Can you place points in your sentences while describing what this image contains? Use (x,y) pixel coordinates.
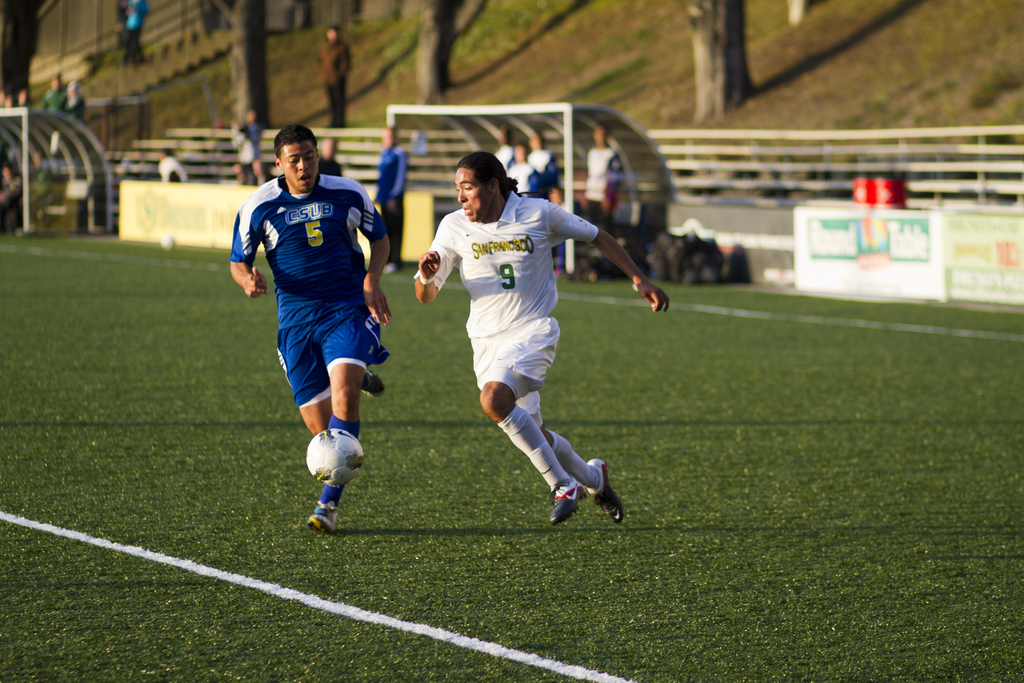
In this picture we can see two men (535,264) playing a football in a playground (317,546). On the background (58,97) we can see few persons (247,151) standing. This is a grass (474,40). These are branches (442,36) of trees (425,46). Here we can see hoardings (896,254). This is a fence (825,173).
